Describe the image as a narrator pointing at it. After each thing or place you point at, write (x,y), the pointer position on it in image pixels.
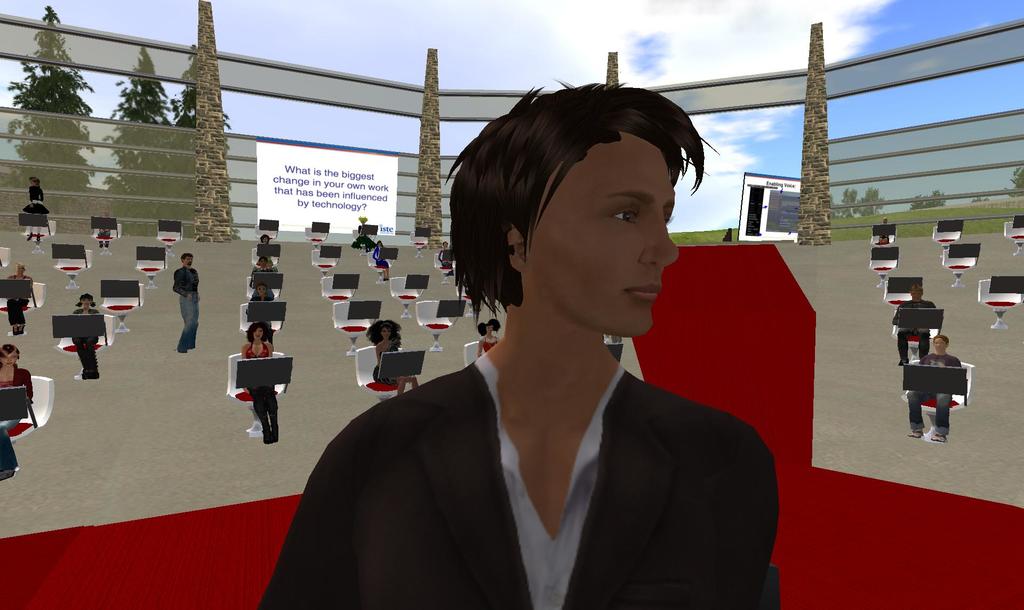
This is an animated image. In this image I can see the person (484,390) wearing the black and white color dress (484,390). In the background (266,427) I can see few more people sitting and two people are standing. I can also see many trees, banner (284,223), clouds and the sky (479,123).
